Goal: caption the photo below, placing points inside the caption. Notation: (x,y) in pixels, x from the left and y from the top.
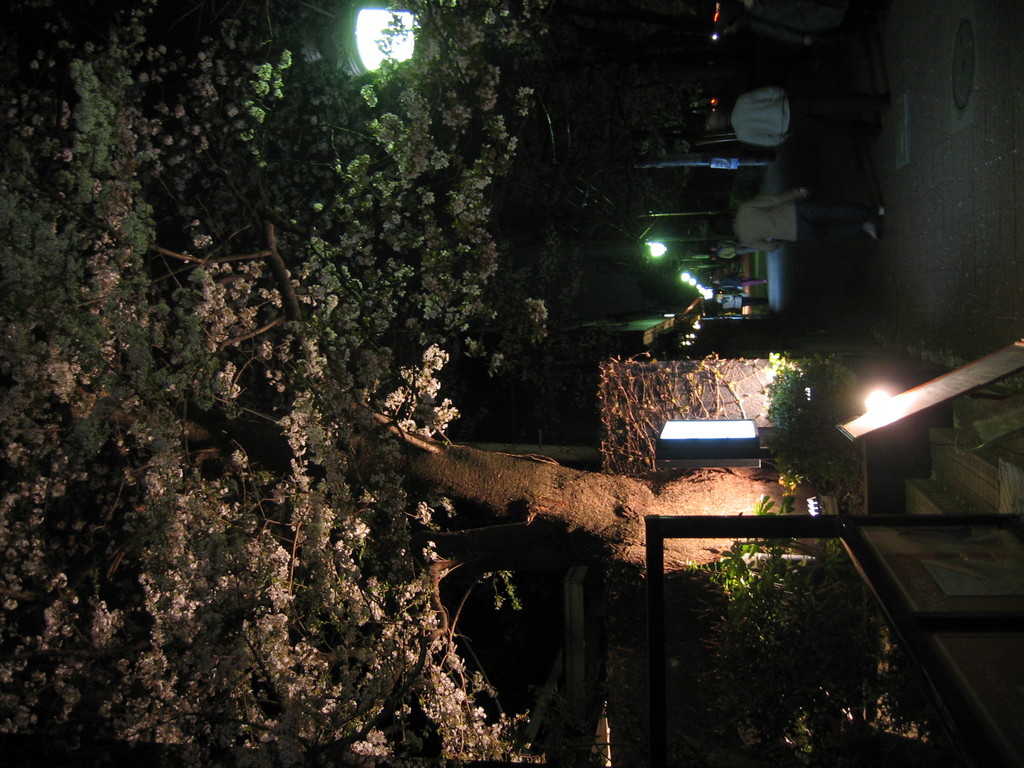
At the bottom of the image (460,671) we can see some plants (607,387), trees (443,445) and lights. In the top right corner of the image (758,43) few people (784,10) are walking on the road (899,173). In front of them we can see some poles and lights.
